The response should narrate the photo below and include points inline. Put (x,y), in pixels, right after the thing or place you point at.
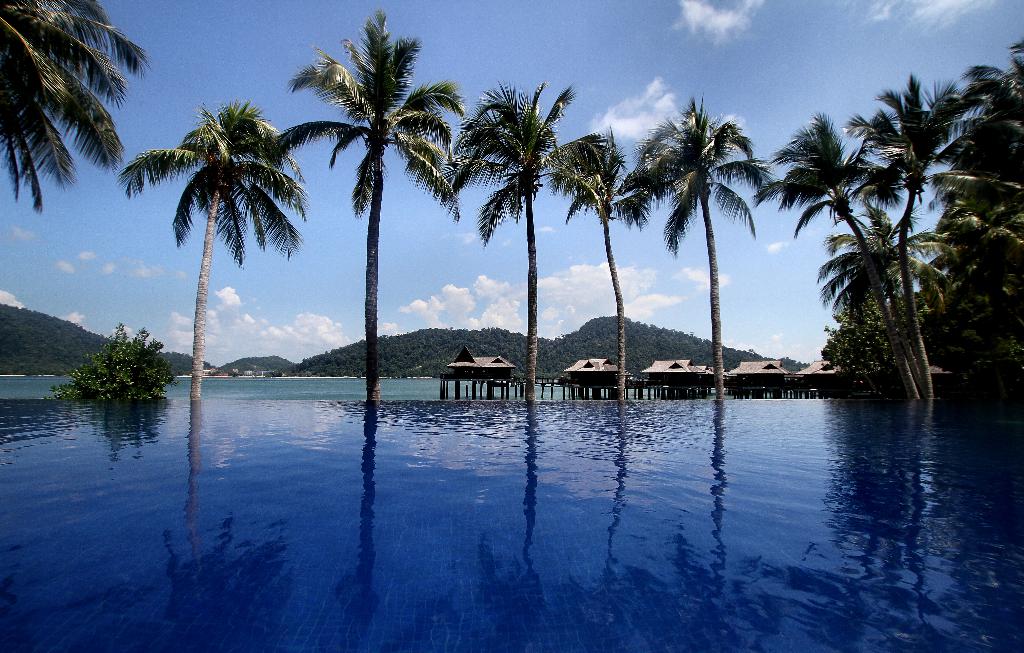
In this image in the middle (436,435), there are trees (876,287), houses (569,383), bridge (624,384) and water (452,408). In the background (274,367) there are hills (434,355), sky (127,289) and clouds (576,265).
